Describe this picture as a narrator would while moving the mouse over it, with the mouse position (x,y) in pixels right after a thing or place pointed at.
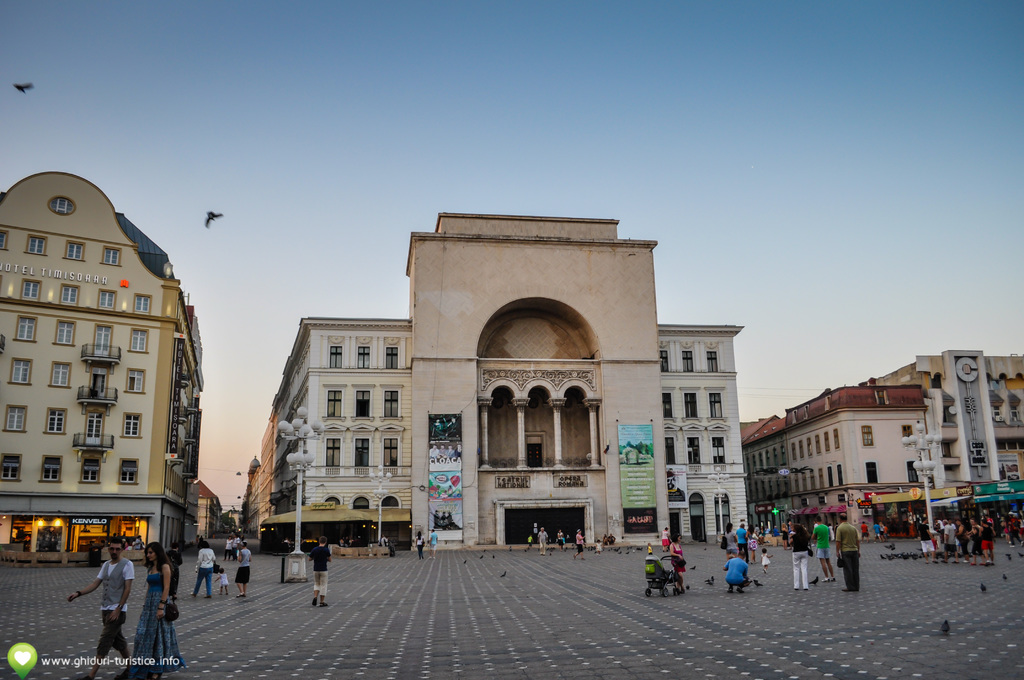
In this image we can see a few buildings (661,473), lights (722,475) in front of the buildings (770,492) and some banners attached to the building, in front of the building (513,412) there are a few people (316,586) standing and two birds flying in the sky (313,137).
